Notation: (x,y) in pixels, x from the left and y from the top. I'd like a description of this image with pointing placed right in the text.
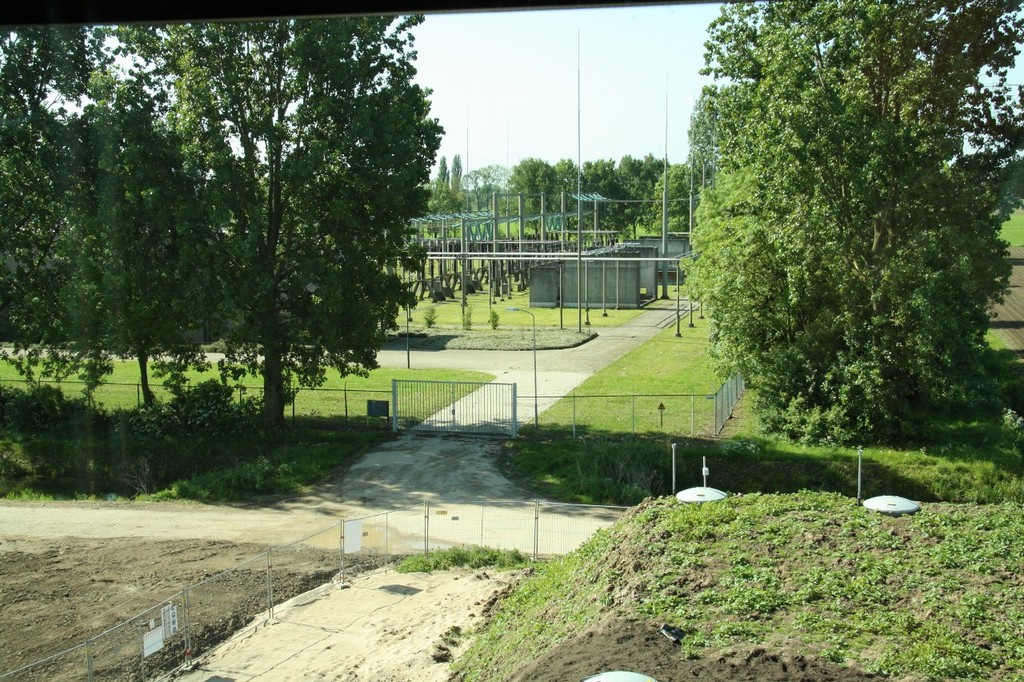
In the center of the image (464,430) we can see trees (392,199), mesh (371,390), gate (444,382), poles (616,290), machines (531,262). At the bottom of the image (471,584) we can see ground (425,619), grass (612,502), boards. At the top of the image (582,84) there is a sky (547,97).
